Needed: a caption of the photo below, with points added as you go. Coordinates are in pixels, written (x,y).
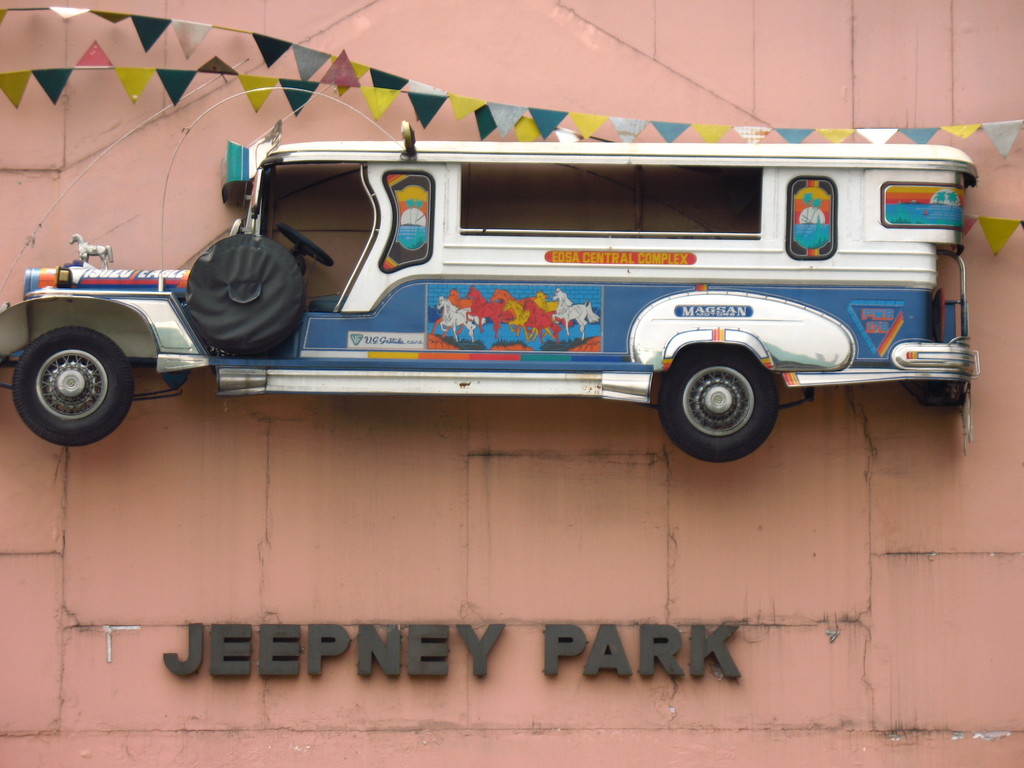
As we can see in the image there is a wall (490,578) and toy car (502,323).
